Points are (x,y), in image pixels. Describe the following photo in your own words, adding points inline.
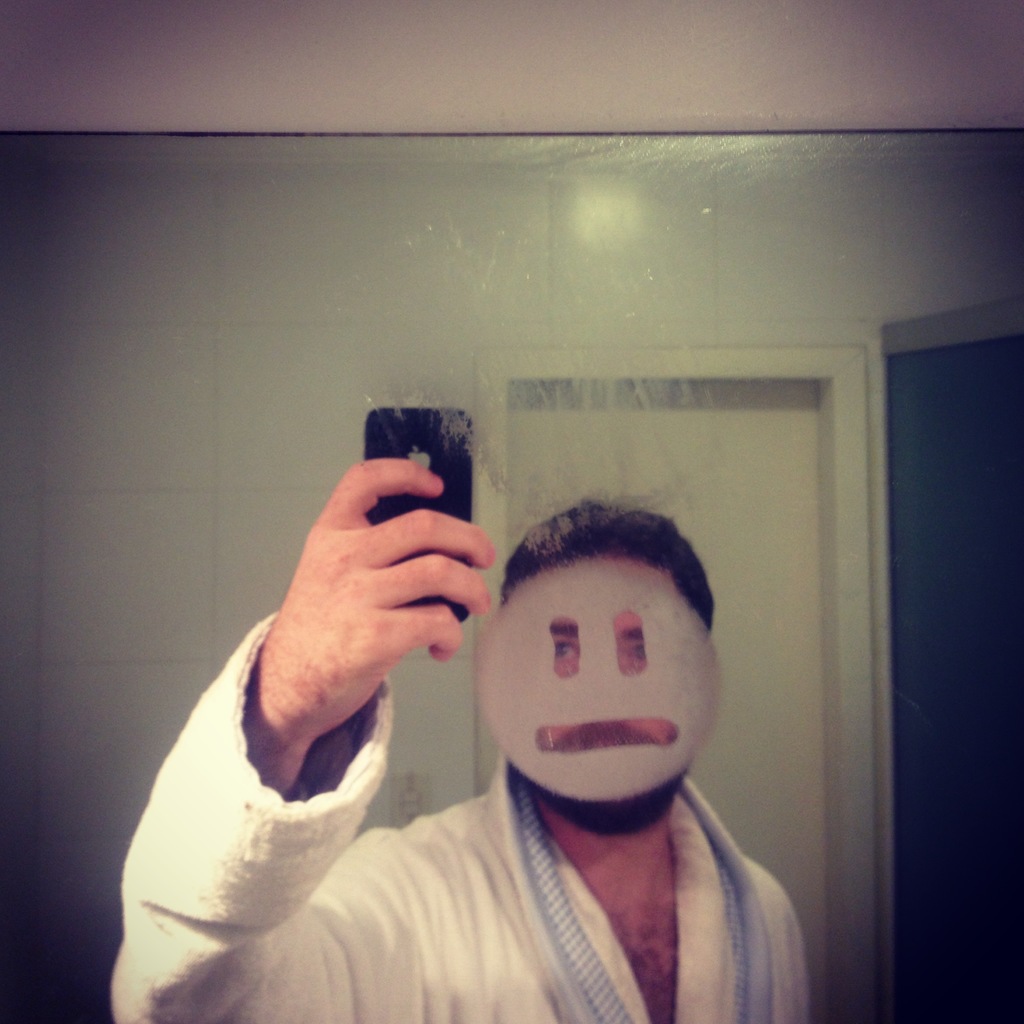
In the image there is a person (661,650) clicking his picture by standing in front of a mirror (65,240), he is wearing a robe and behind the man (637,664) there is a door (740,444).
